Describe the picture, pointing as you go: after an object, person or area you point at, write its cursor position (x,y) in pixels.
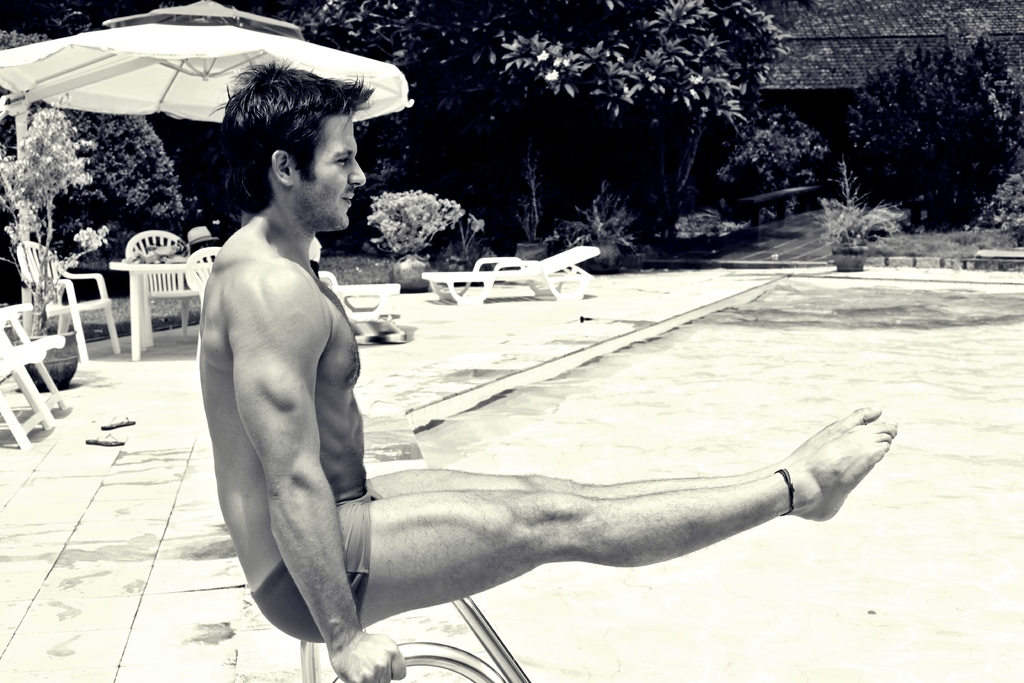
This is a black and white image. In the center of the image (347,420) there is a person (620,493). To the right side of the image (873,365) there is a swimming pool (584,398). In the background of the image (704,139) there are trees (571,46). There is a house (856,65). There is a umbrella (160,101). There are chairs (190,276) and tables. There is a flower plant (60,348).
